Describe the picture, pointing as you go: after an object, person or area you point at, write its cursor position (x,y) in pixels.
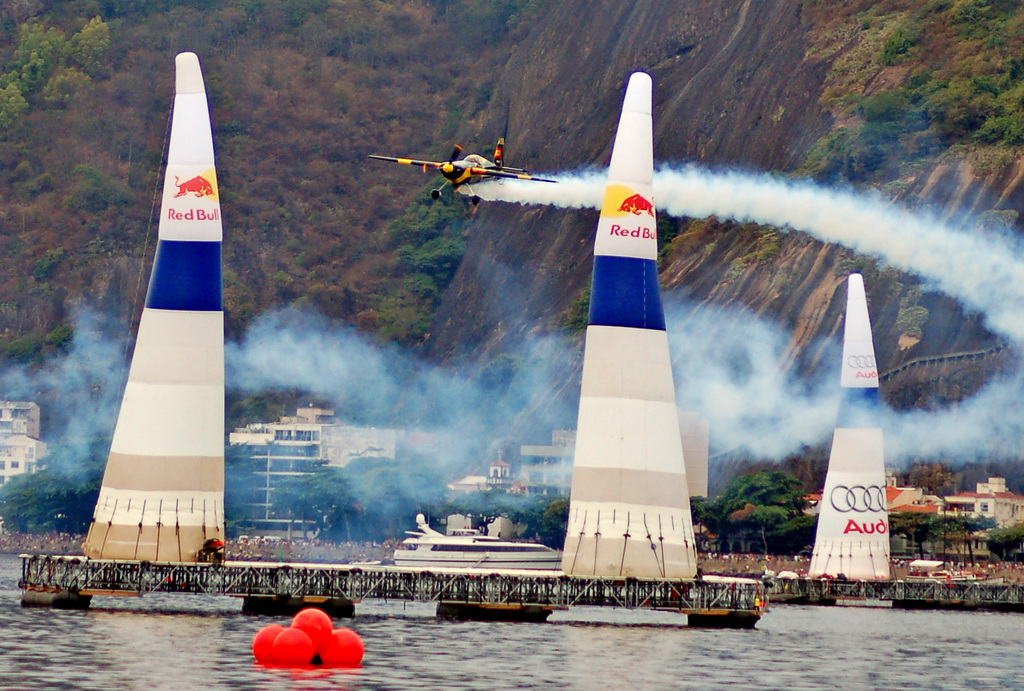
At the bottom of the image (431,628) we can see water (964,623), above the water (964,623) we can see some boats (475,528). Behind the boats (489,532) we can see some trees (959,532) and buildings (17,423). At the top of the image (193,8) we can see hills (329,50) and trees (376,148). In the middle of the image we can see a plane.
